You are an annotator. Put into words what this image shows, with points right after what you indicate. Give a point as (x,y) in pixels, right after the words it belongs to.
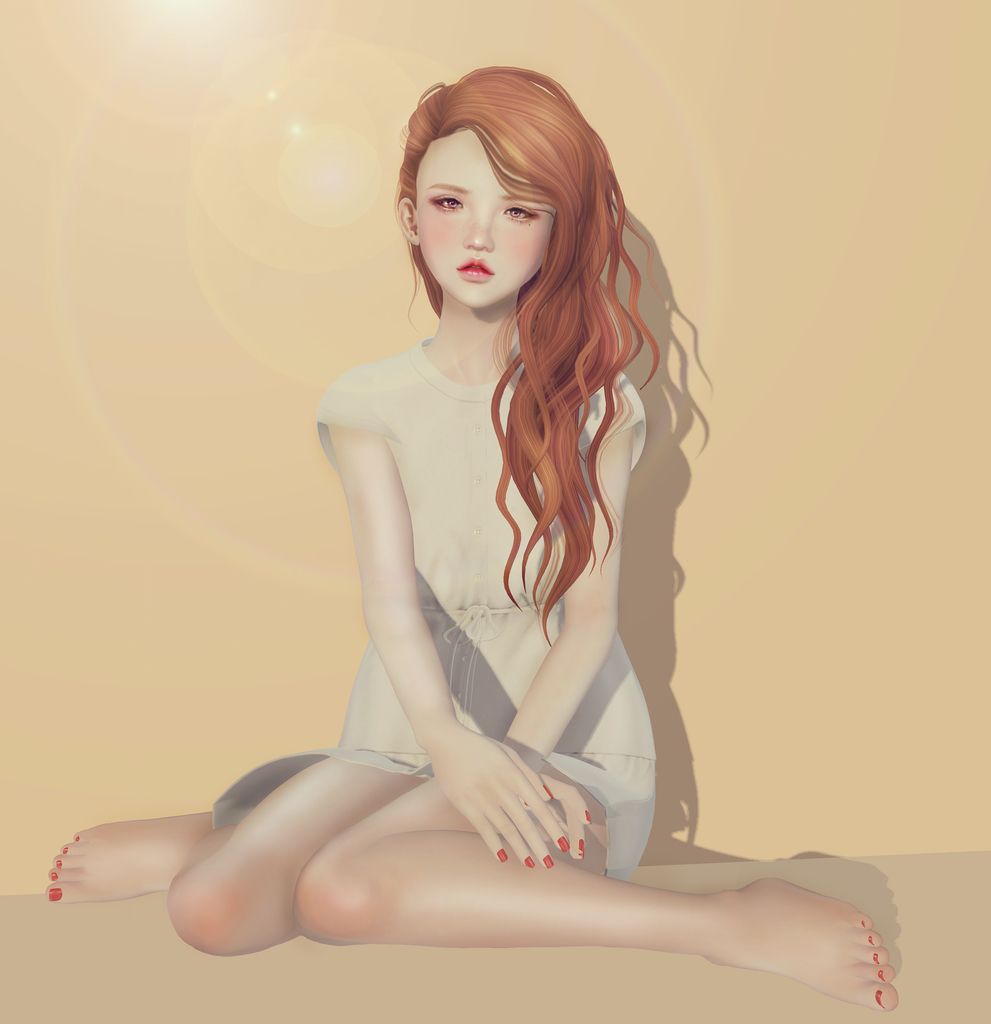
This is an animated image, in which, there is a woman (352,400), sitting on a floor (840,891), near a wall (115,55).
